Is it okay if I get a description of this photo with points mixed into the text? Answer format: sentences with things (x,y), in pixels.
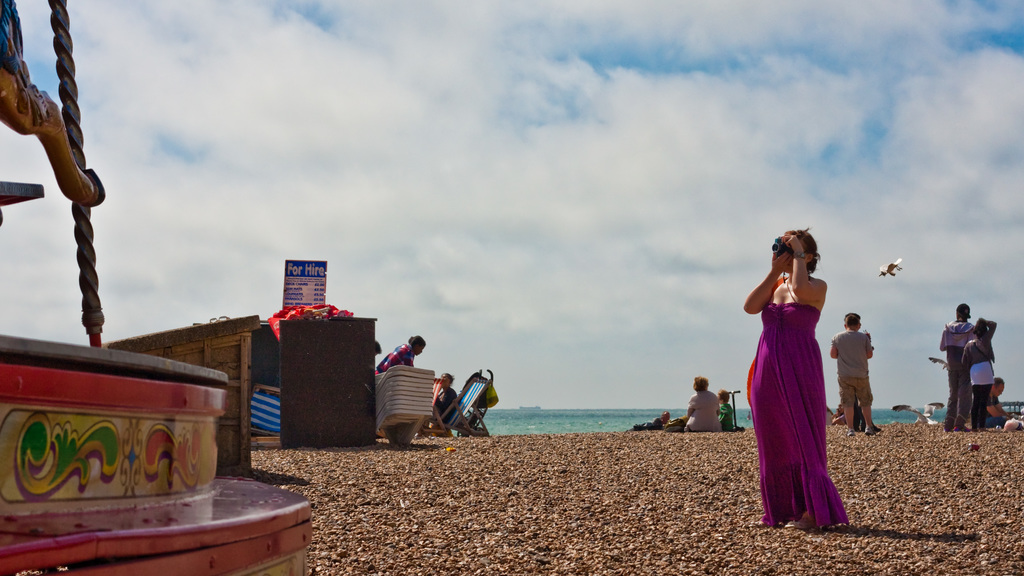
In the image there is a woman (803,325) in pink dress (803,364) taking pictures in camera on the beach (604,522) and in the back (718,409) there are few people (857,382) standing and walking, followed by ocean (613,417) and above its sky (585,129) with clouds (498,140), it seems to be a carousel (135,430) on the left side (151,447).
